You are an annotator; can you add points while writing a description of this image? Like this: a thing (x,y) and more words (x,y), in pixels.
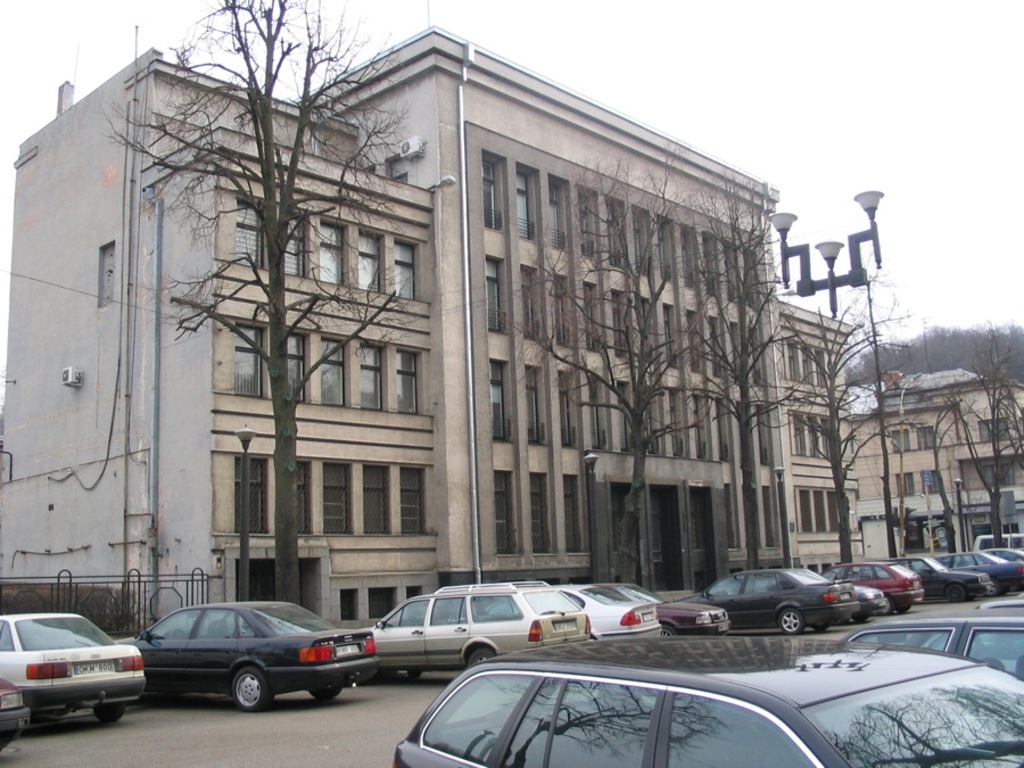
This image consists of many cars (622,683) parked on the road (272,744). At the bottom (272,744), there is a road (294,727). In the background (475,287), there is a building (433,271) along with trees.
